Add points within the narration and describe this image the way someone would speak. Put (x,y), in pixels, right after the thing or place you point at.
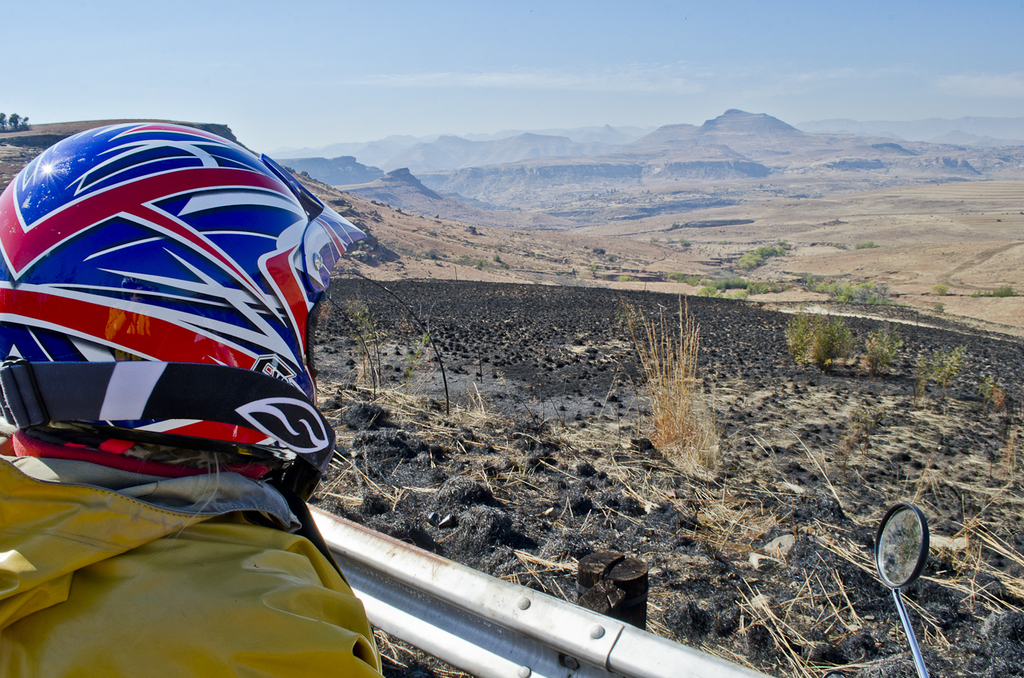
In this image we can see the mountains (32,139), one person (142,458) wearing a helmet (197,437), one mirror (897,545), one pole (621,571) with an iron fence (627,636), some black ash (914,666) on the surface (343,405), some trees (2,120), plants (754,292), bushes (741,261) and some grass (781,495) on the surface (973,269). At the top (122,64) there is the sky (590,63).
